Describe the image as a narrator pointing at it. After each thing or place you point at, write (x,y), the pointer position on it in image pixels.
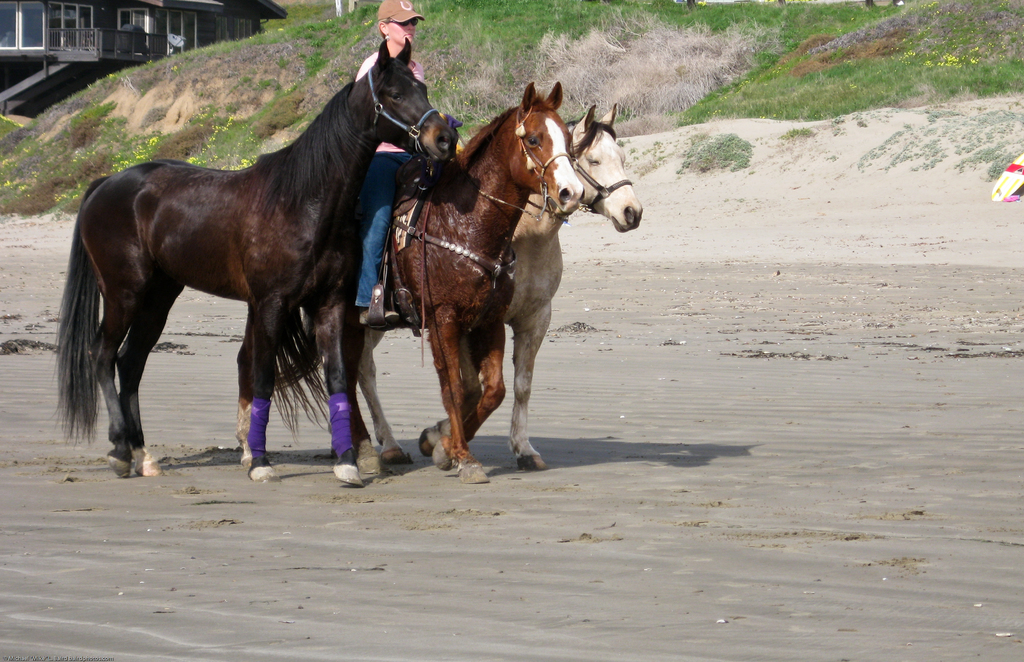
In the image there are three horses (334,216) walking on the sand (841,593) and behind the horses (346,100) there is a lot of grass (314,52) and there is a house (83,36) on the left side (127,50).
